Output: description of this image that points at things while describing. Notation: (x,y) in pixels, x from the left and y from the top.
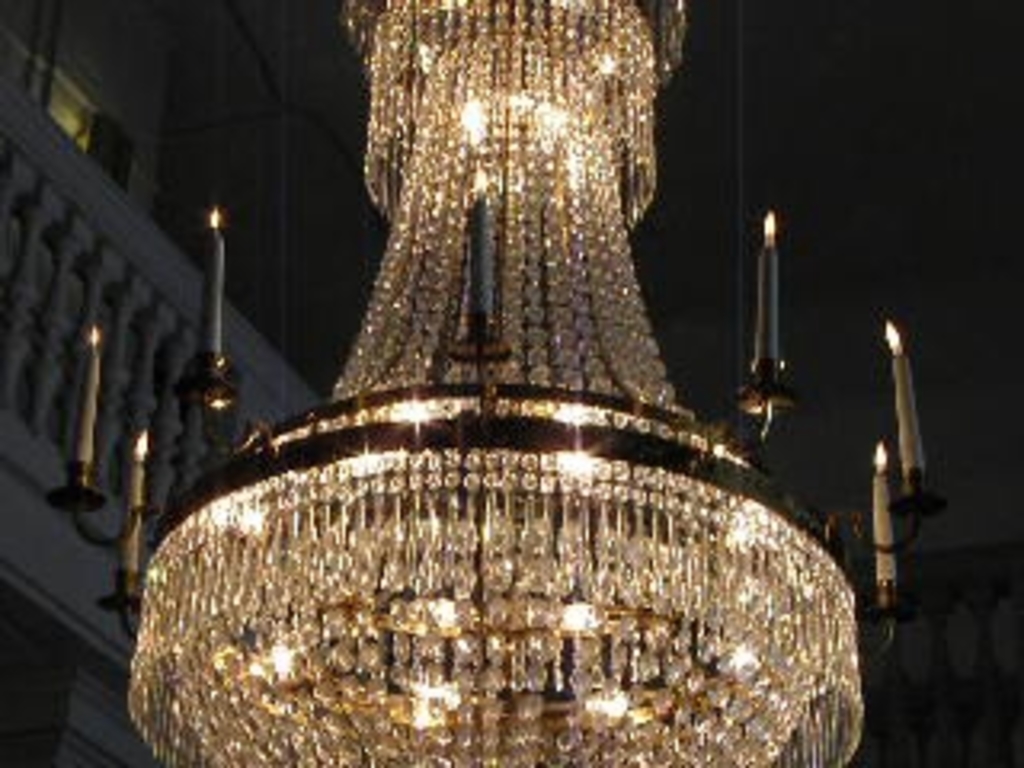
In this image, we can see a light (280,734) and some candles (769,258). We can see the wall (865,555) and the fence (1013,609).
